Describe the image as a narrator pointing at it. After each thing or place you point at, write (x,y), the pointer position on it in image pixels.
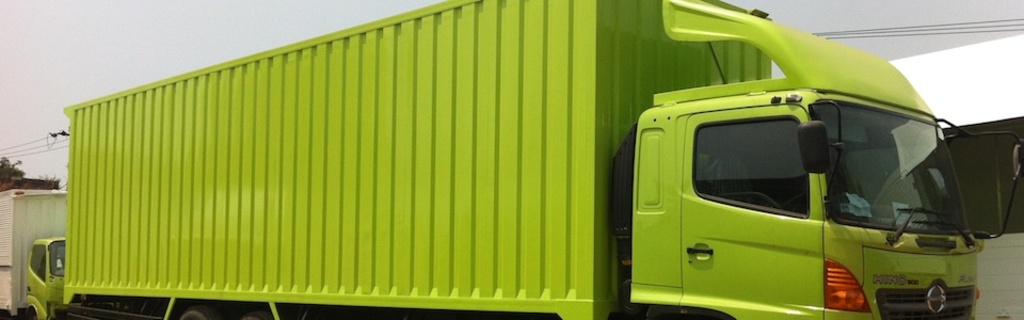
In this image we can see few vehicles (679,243). There is the sky (224,34) in the image. There are few cables (66,140) in the image. There is some reflection (904,161) on the glass (894,166) of the vehicle (894,157) at the right side of the image (878,166).
